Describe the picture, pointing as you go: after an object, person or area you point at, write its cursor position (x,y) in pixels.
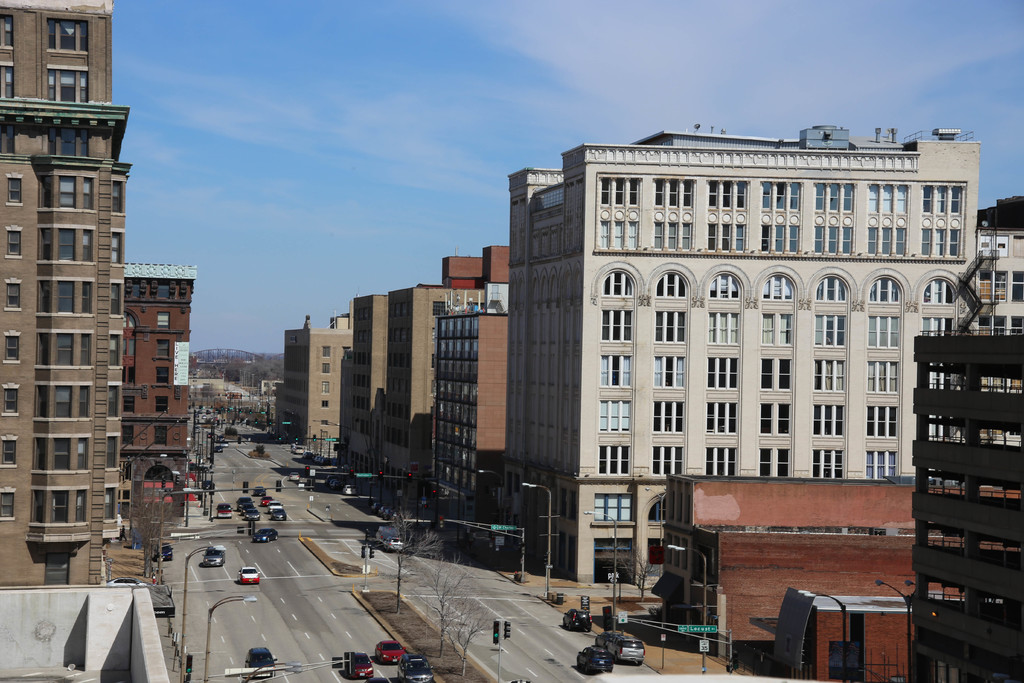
In the picture we can see a building (568,390) with windows (934,296) and glasses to it and near the path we can see some street lights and road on it, we can see some vehicles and to the opposite side also we can see some street lights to the path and buildings (71,56), in the background (333,174) we can see a sky (476,73) and clouds (559,46).
